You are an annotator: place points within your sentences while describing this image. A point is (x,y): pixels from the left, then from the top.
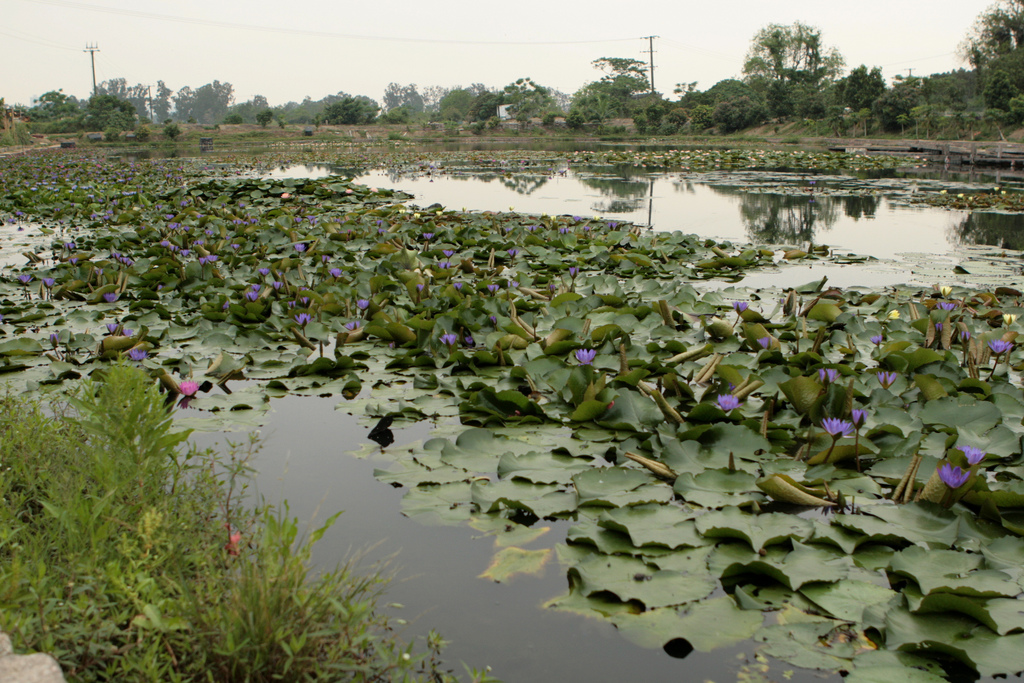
In this picture we can see aquatic plants (817,468) floating on the water (337,410). The area (224,293) is surrounded with trees (875,89) and bushes (167,494).
